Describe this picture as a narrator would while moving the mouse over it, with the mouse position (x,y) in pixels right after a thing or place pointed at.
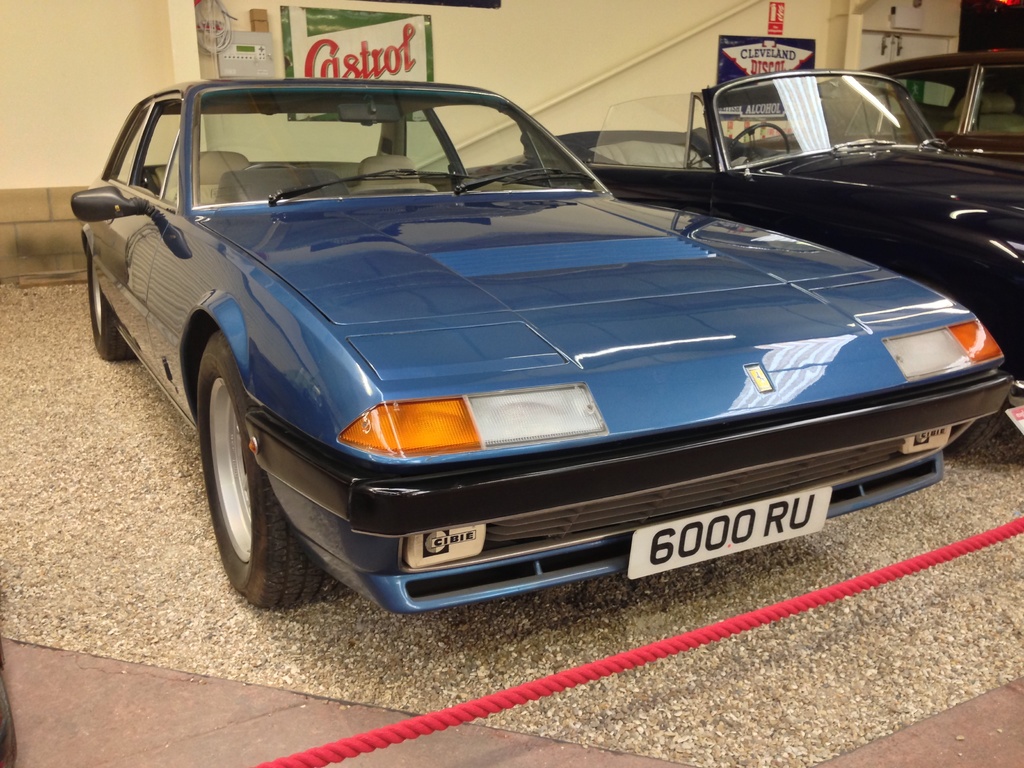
In this picture there is a blue color car (410,482) parked in the showroom (495,652). Beside there is a another black car (935,235) parked. In the front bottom side there is a red color rope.
